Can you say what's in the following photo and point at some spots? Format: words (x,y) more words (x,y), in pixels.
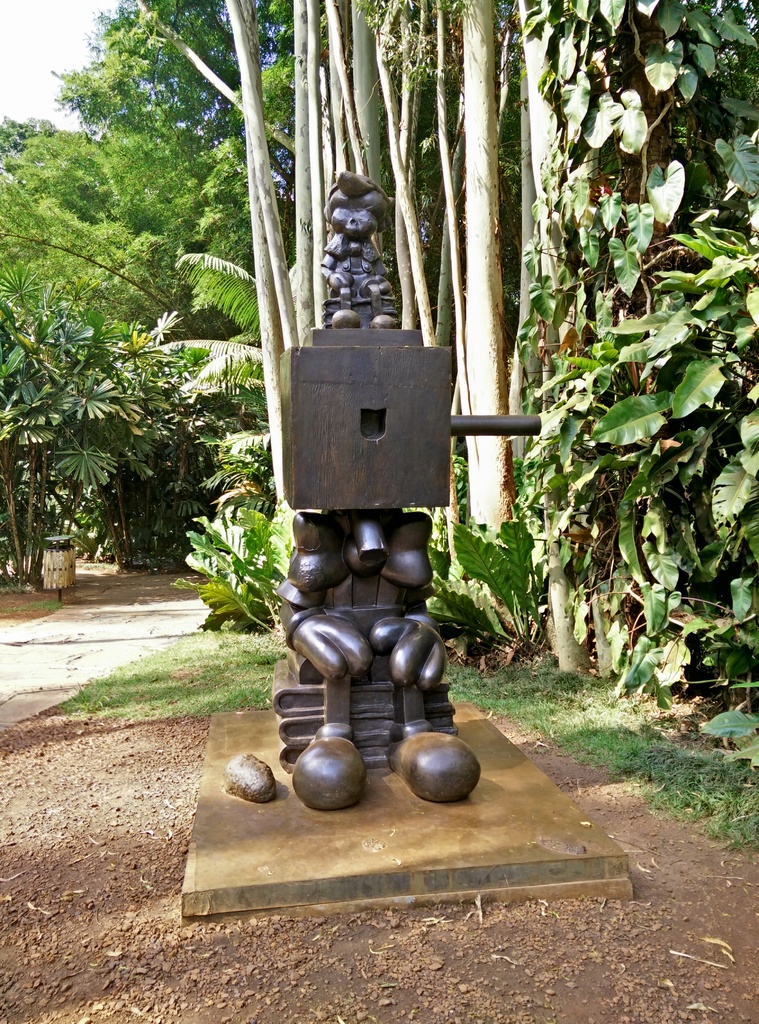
In the center of the image (373,570) we can see a sculpture (312,375). In the background (196,413) there are trees (169,285). At the bottom (191,693) there is grass (607,714).
